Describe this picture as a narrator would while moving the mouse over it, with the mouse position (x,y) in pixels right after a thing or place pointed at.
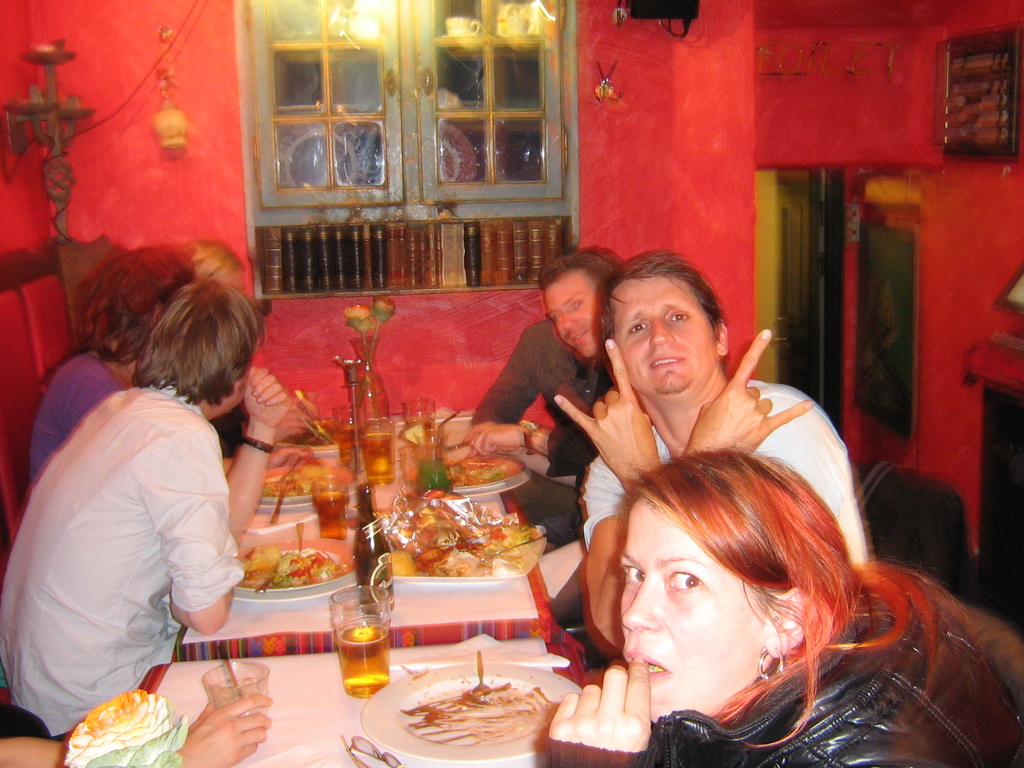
In this picture there are several people (172,318) sitting on the table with food items (499,703) kept on top of it. The background (199,177) is red in color.
